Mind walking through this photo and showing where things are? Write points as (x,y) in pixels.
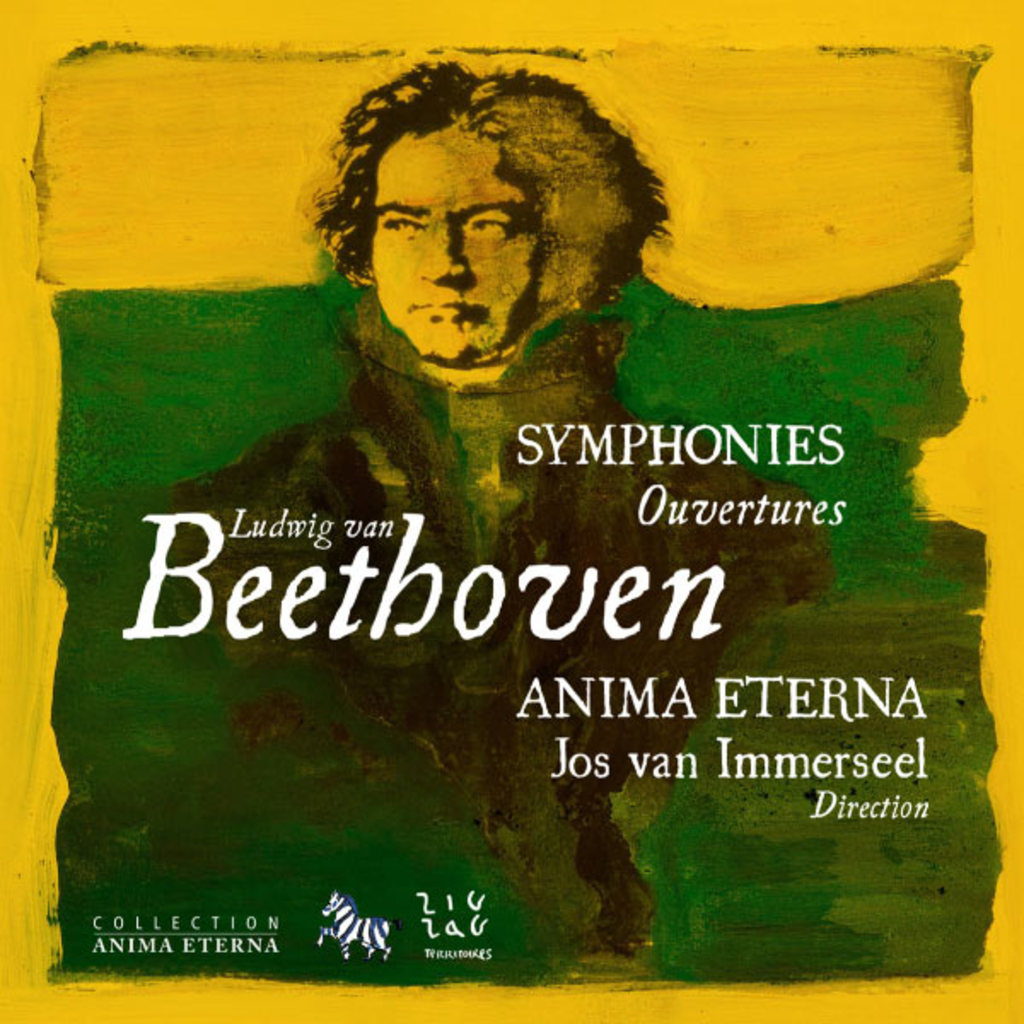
There is a poster (618,74). On which, there is a painting (352,190) of a person (407,352). On which, there are texts (843,685) and watermark (425,907). The background (31,997) is yellow in color.
